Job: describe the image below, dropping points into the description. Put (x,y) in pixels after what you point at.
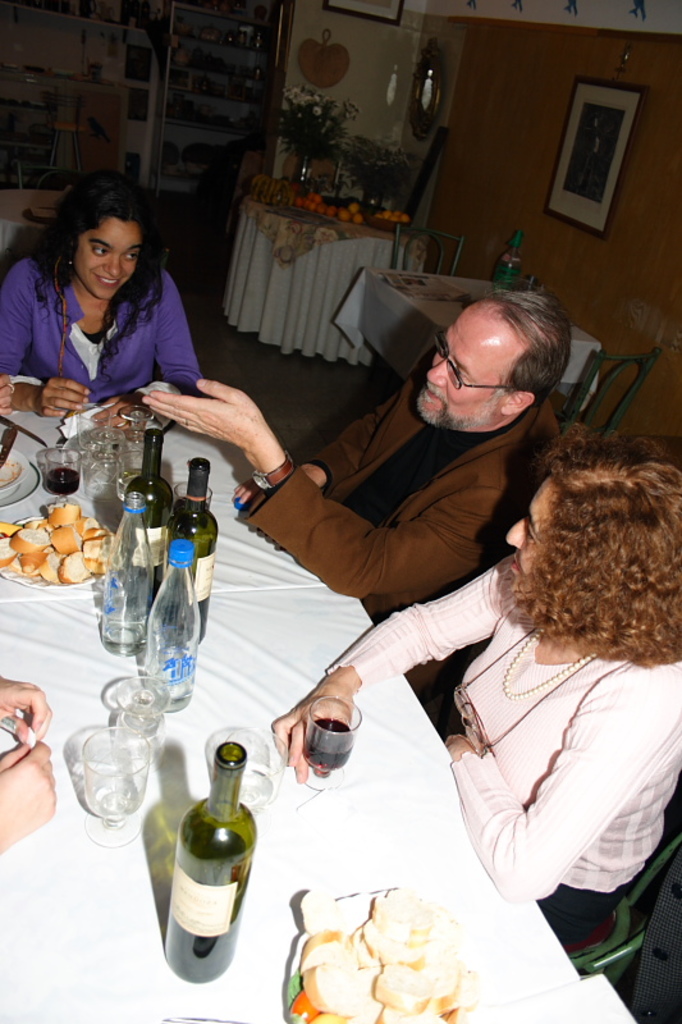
In this image I can see three person (612,730) sitting on the chair (606,921). On the table (265,933) there is food (383,944), wine bottle (218,957), glass (118,784), water bottle (177,667) and the table (266,667) is covered with the white cloth (247,905). At the back side (302,123) I can see a fruits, flower pot (299,131). On the wall (512,148) there are frames (622,153) and a mirror (435,83). There is shelf (228,66). The wall (658,278) is in brown color.
